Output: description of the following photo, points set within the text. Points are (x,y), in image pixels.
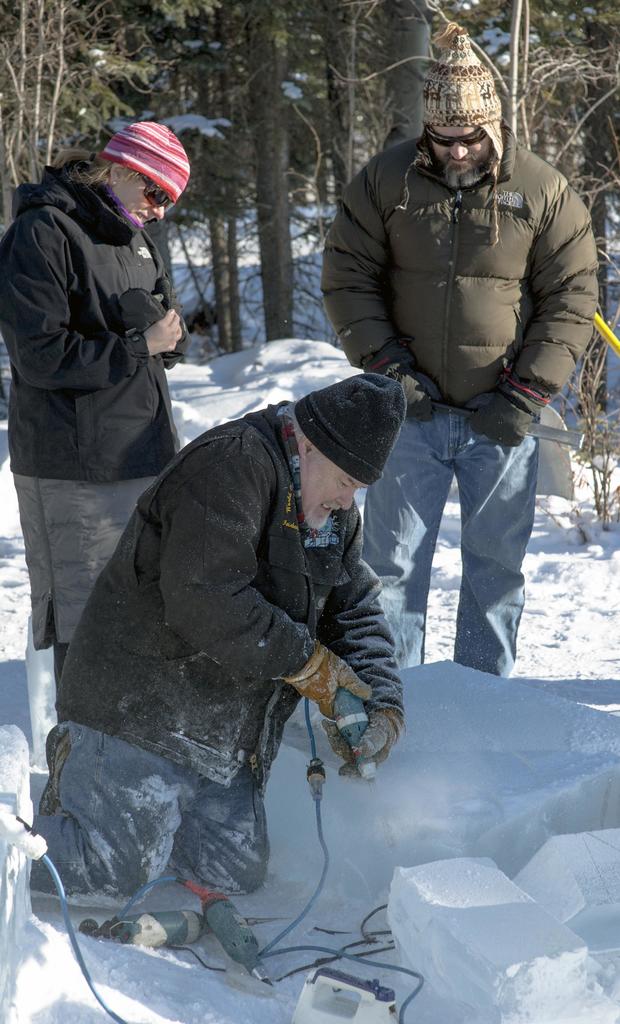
In this image there is a person (157,729) using a drilling machine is cutting the snow (400,817), in front of him there are two other drilling machines (242,956) with cables (311,903), behind the person (276,616) there are two people (163,329) standing, behind them there are trees (289,304).
